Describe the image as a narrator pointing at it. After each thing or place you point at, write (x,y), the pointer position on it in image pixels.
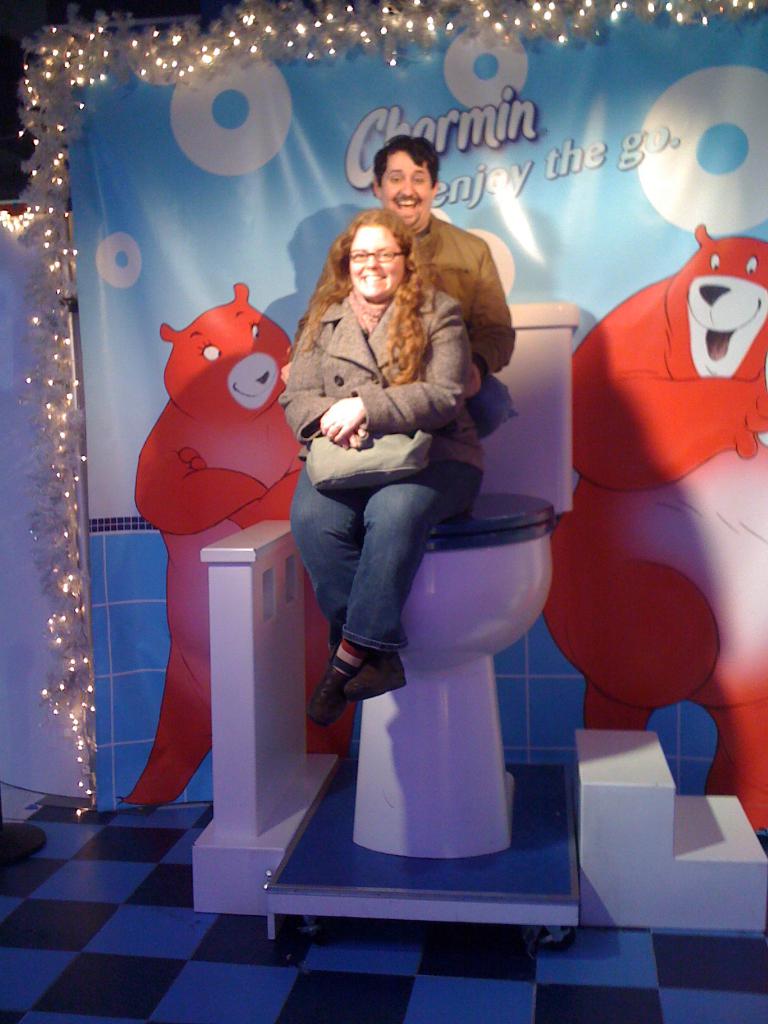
In the center of the image (397,520) we can see a lady (369,441) sitting on the seat (475,510) and smiling, behind her there is a man (430,222) standing. In the background (708,131) there is a board (92,420) and we can see lights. There is a decor (71,118). At the bottom (204,965) there is a floor (238,971).
